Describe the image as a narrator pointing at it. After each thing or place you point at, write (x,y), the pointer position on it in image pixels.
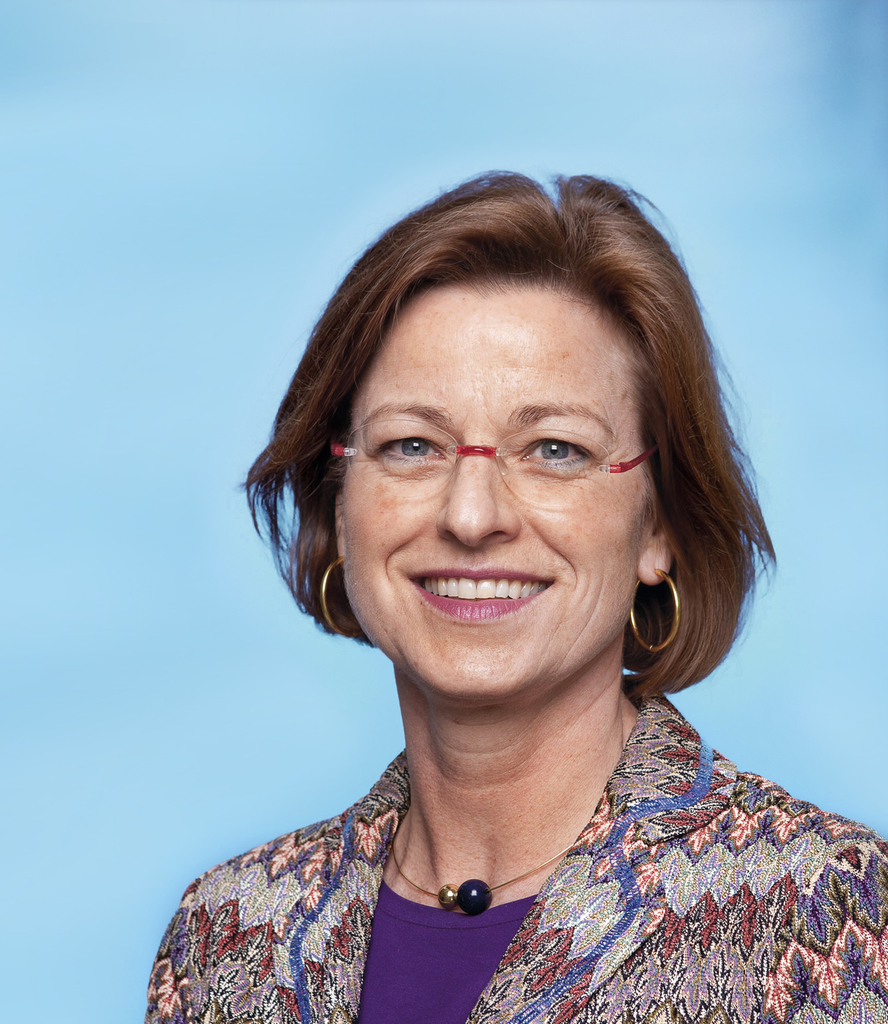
In the foreground of this image (579,573), there is a woman (524,832) having smile (478,586) on her face (483,607) and a sky blue background (134,388).
